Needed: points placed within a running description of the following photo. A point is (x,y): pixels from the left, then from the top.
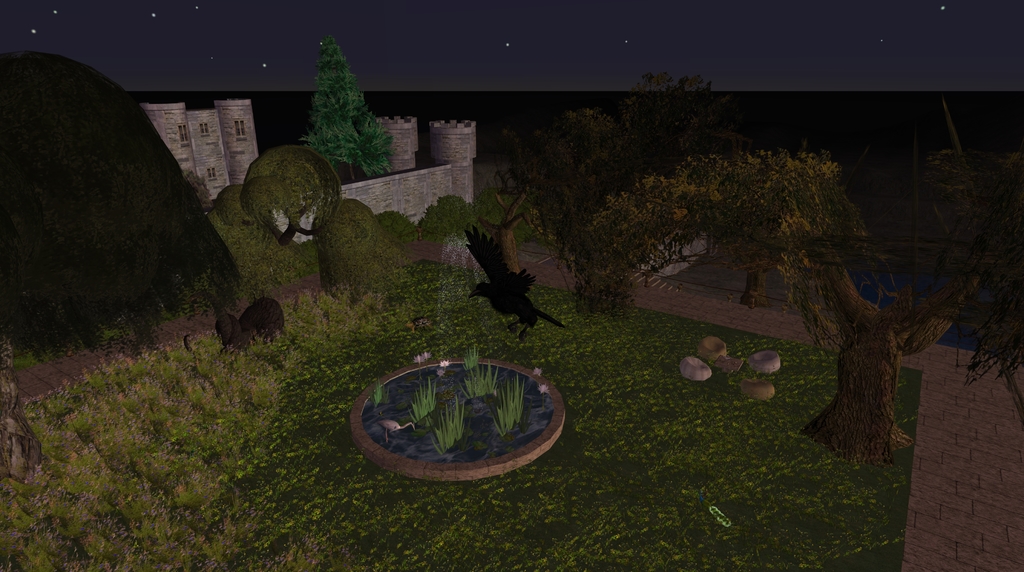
This is an animated image, we can see a bird (490,269) is flying in the air (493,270) and under the bird (503,298) there is water (538,422), plants (692,427), trees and rocks (705,348). Behind the trees (538,195) there is a building (393,185) and stars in the sky (466,55).
